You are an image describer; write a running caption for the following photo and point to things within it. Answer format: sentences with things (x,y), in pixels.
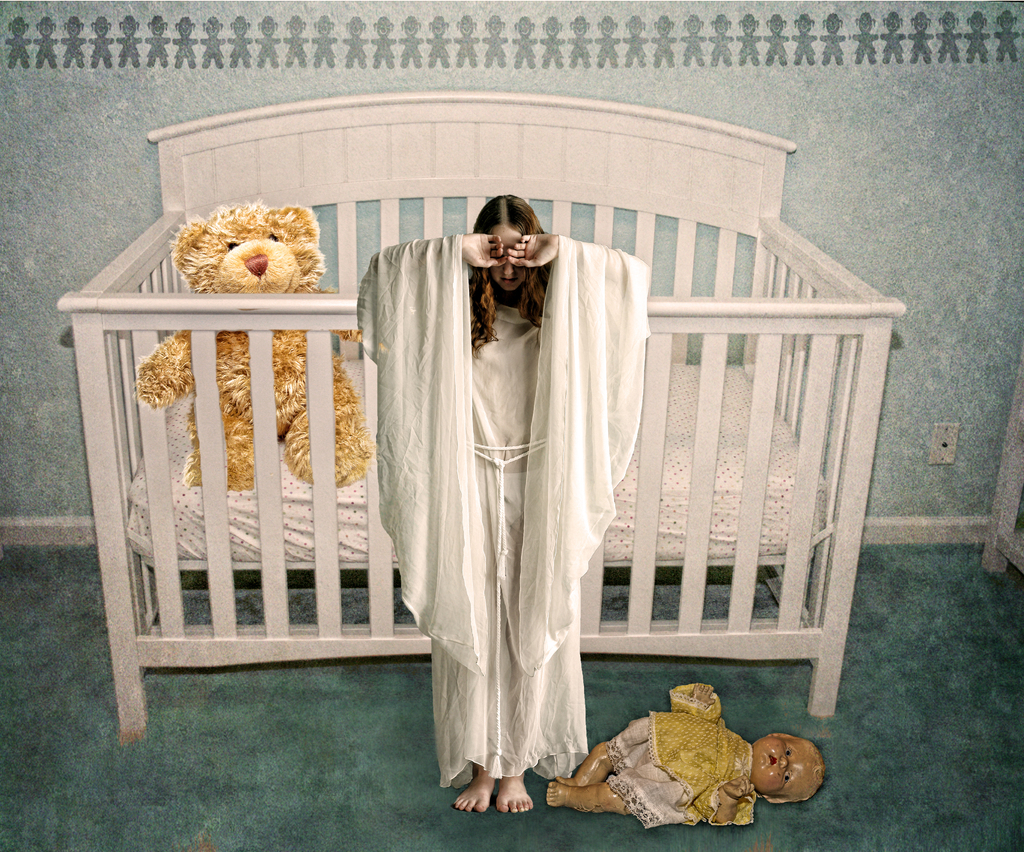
In the middle of the image (411,394) a person (366,293) is standing. Behind her we can see a cot (299,117). In the cot (256,124) we can see a toy (257,263). Behind the cot (306,183) we can see wall (52,26). In the bottom right corner of the image (703,709) we can see a doll (680,722).
